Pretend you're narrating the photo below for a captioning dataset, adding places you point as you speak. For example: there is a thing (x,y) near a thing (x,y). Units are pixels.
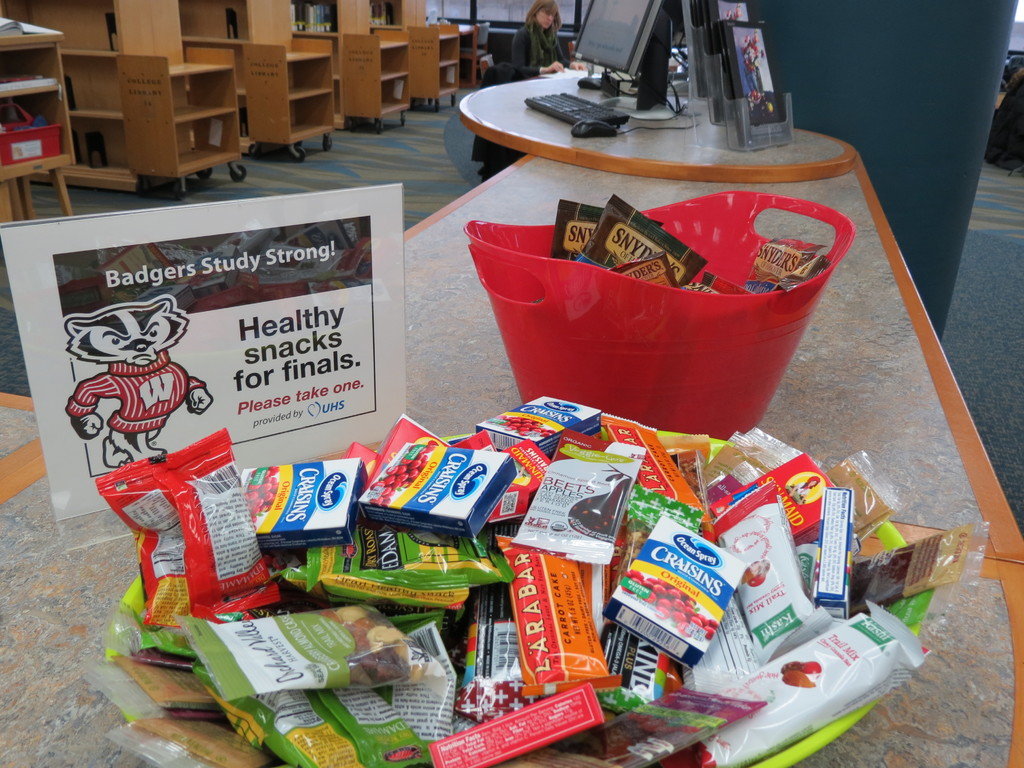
In this image there is one table (655,142), on the table (30,601) there are some baskets (661,389) and a board (312,392) and in the basket (640,572) there are some packets (295,617) and some chocolates (886,587). On the board (243,397) there is some text (275,380), and in the background (624,57) there is a computer (627,39), keyboard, mouse (585,125) and some photo frames (701,69). And in the background (526,52) there is one person (533,39) who is sitting and also there are some cupboards (265,97), in the background (978,385) there is floor (978,361).
